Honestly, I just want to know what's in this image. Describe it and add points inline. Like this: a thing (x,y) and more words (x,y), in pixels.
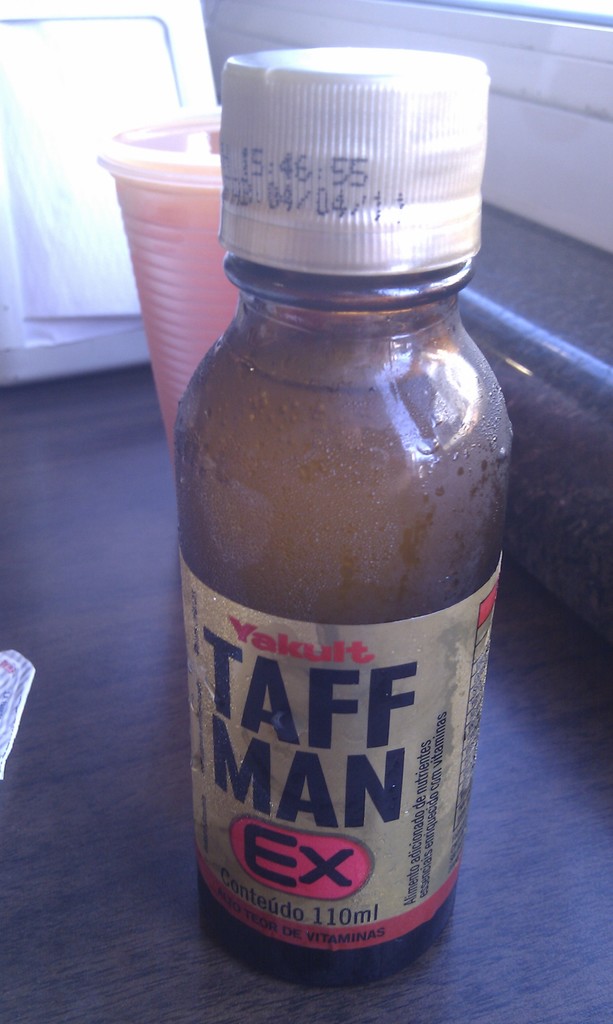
In this image we can see beverage bottle (314,431) and glass (195,260) placed on the table (70,556).
